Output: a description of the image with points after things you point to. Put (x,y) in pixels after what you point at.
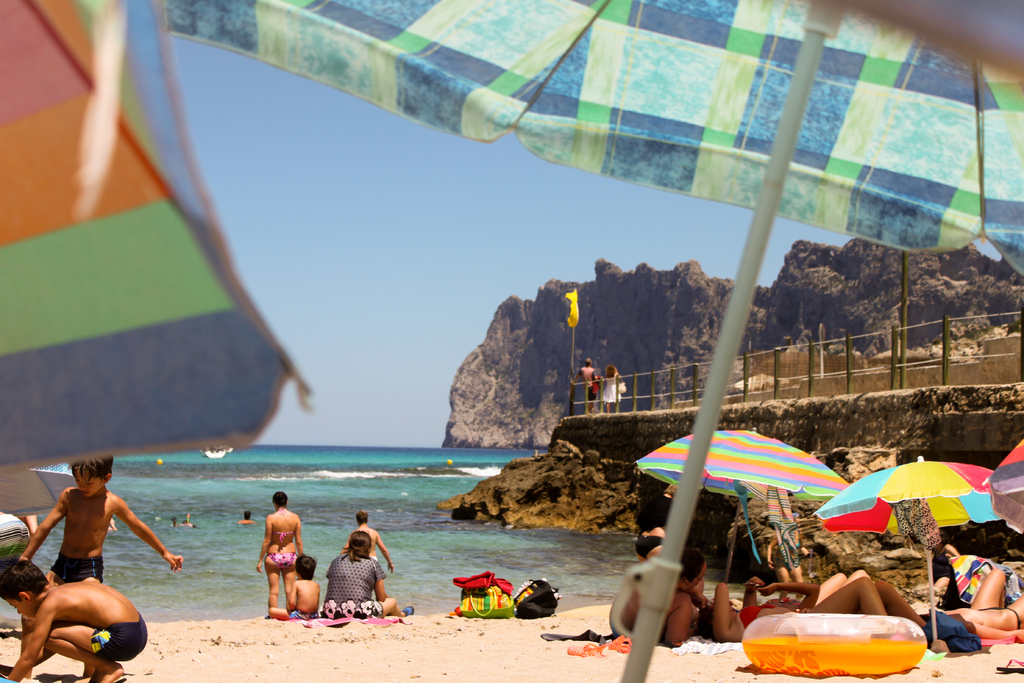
In this image we can see a sea shore (192,630). On the sea shore (220,646) some people (359,562) are sitting. Some are lying. There are umbrellas (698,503), bags (542,605) and tube (846,656). In the back (356,486) there is water (395,453). On the right side (732,386) there is a rock wall (615,423) with railing (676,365). And there is a flag (575,305). Few people (619,382) are standing. In the background (401,240) there is sky (445,187).
